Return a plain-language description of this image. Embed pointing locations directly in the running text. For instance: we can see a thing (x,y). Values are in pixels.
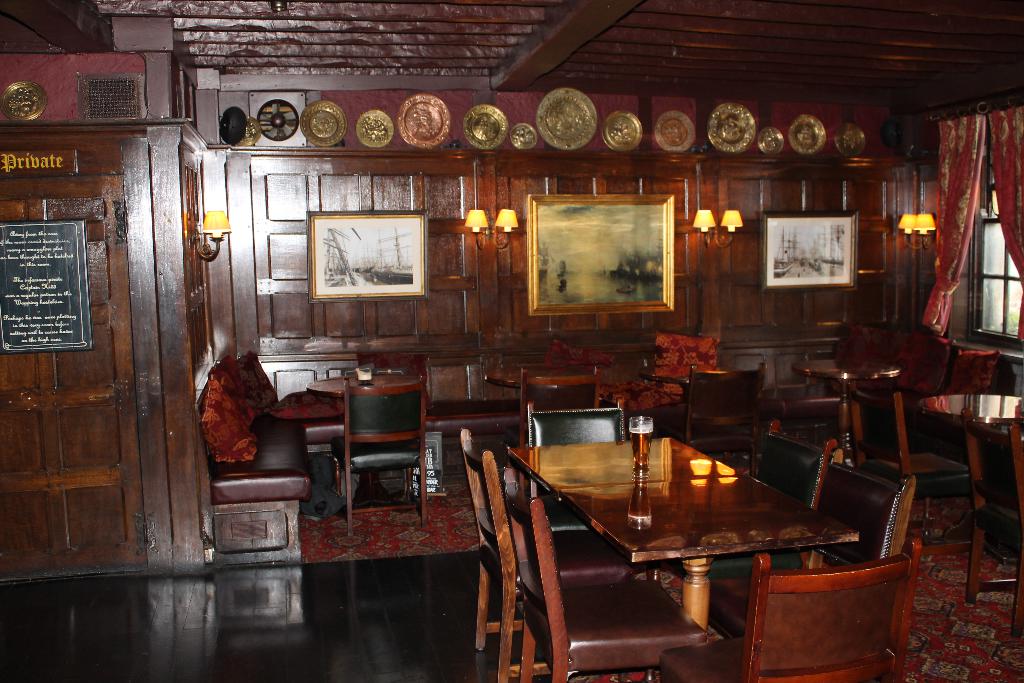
In this picture we can see there are tables (645,507) and chairs (779,644) on the floor (264,649) and on the table (660,509) there is a glass (638,456) with some liquid (643,449). Behind the tables (652,496) there is a wooden wall (291,258) with lights (488,226), photo frames (574,243) and some decorative things (721,109). On the right side of the tables (584,501) there is a window (994,277) with a curtain (970,203).
